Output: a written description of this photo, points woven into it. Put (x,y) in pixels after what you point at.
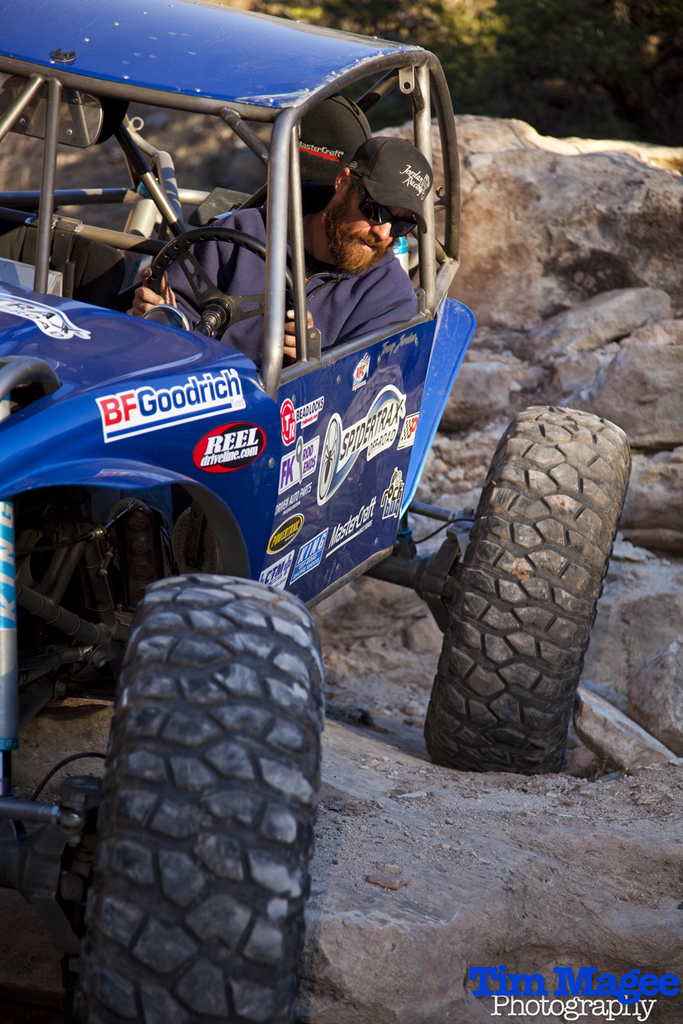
He is sitting in an off-road vehicle (309,420). He's holding a steering (208,302). He's wearing a cap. We can see in the background (365,598) there is a stone (372,636) and trees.
